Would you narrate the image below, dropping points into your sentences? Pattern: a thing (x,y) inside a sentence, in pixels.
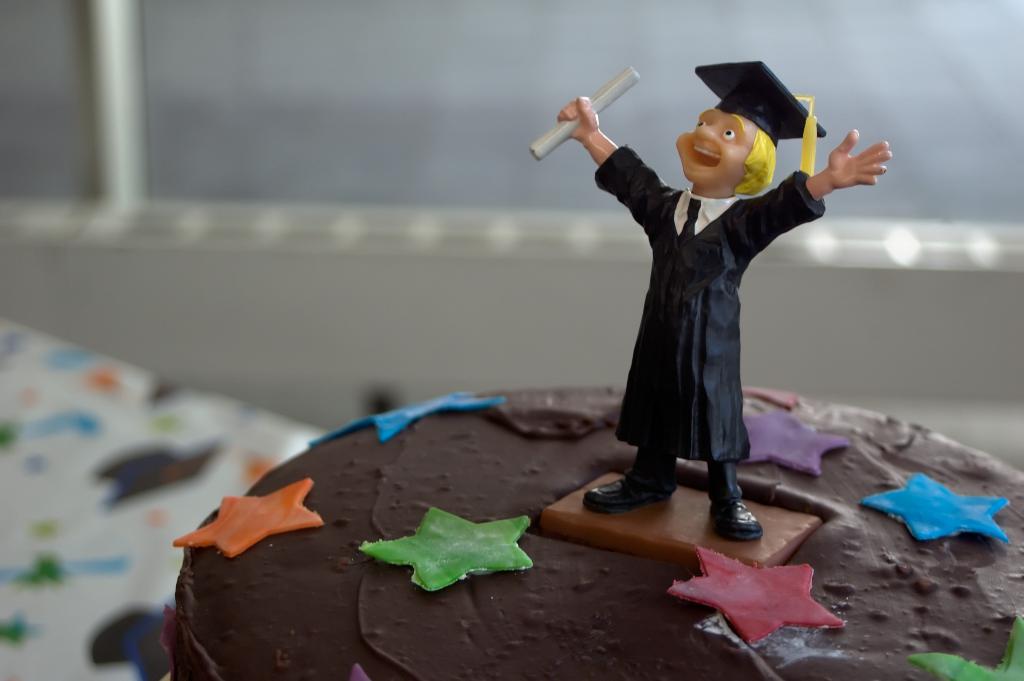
In the picture there is a cake (378,584) and on the cake (610,437) there is a doll (703,216) of a graduate (680,349) and the background of the cake (598,416) is blur.
